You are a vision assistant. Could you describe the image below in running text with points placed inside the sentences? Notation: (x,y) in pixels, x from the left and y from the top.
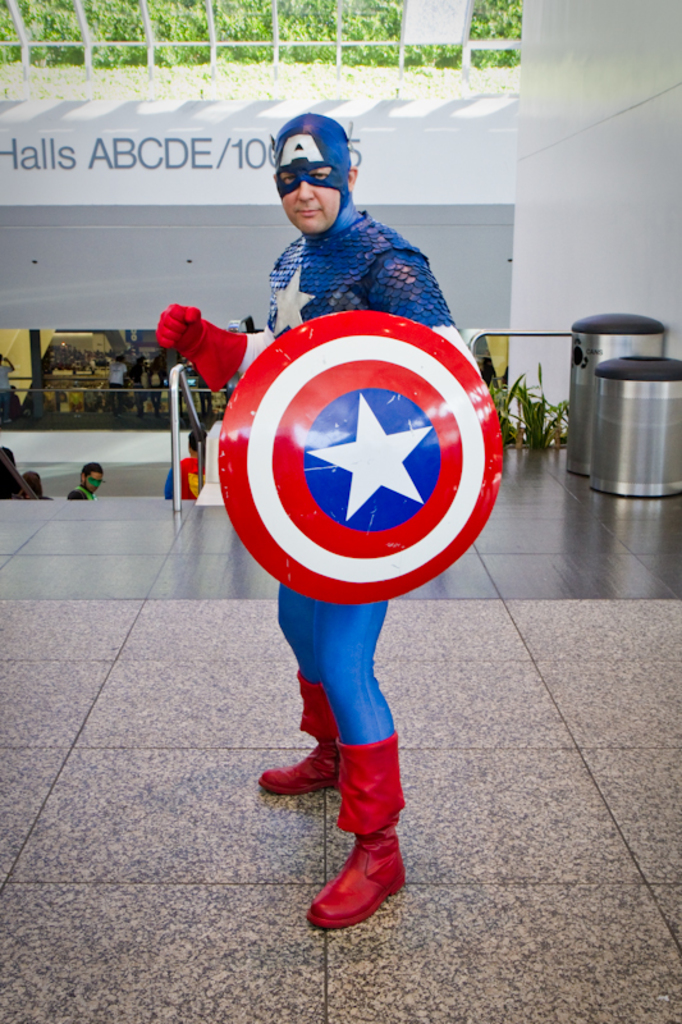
In this picture we can see a man (337,292) is standing, he wore costumes (329,288) and holding a shield (375,419), on the right side (636,368) there are dustbins (634,366), it looks like a hoarding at the top of the picture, in the background (141,380) there are some people (139,397) standing, we can also see plants (530,420) on the right side (520,409).
